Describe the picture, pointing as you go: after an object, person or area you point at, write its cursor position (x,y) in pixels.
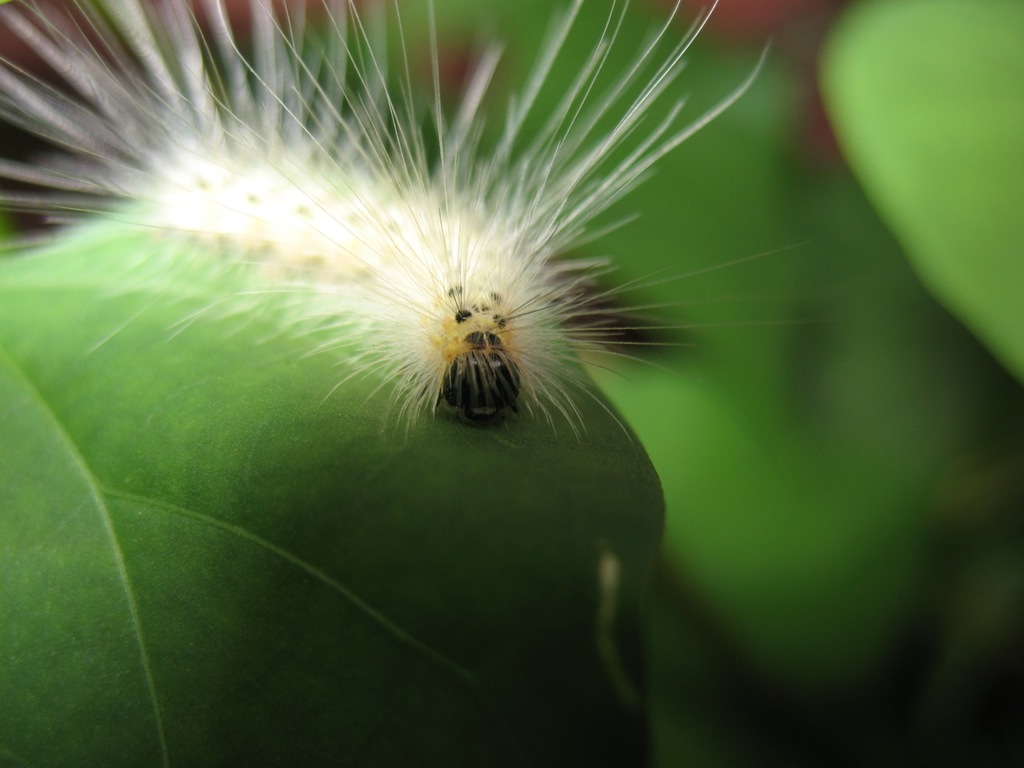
This is the picture of a caterpillar (443,358) which is on the leaf (248,360).
